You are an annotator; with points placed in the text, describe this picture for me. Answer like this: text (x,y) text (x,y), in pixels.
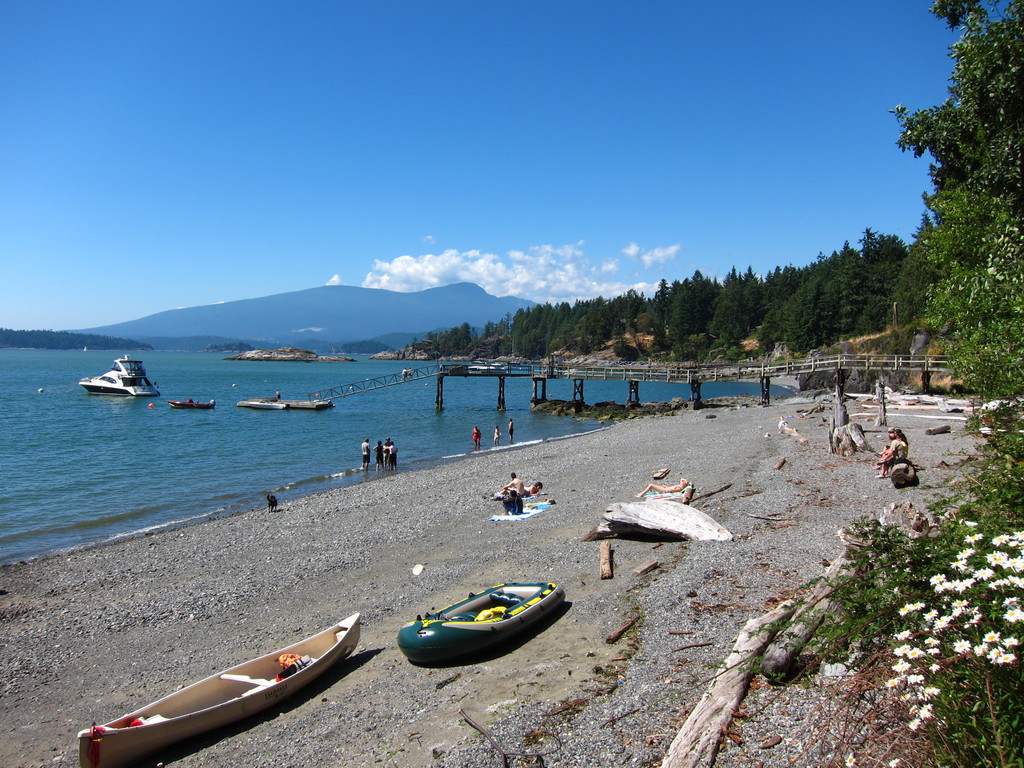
In this picture we can see some boat (168,726) on the seaside (221,761). Behind there is a sea water (125,445) and white boat (135,383). On the right side (814,365) there is a wooden bridge (697,366). In the background (589,351) there are many trees (987,272). On the top (386,73) we can see the blue sky (508,184) and clouds (408,264).
